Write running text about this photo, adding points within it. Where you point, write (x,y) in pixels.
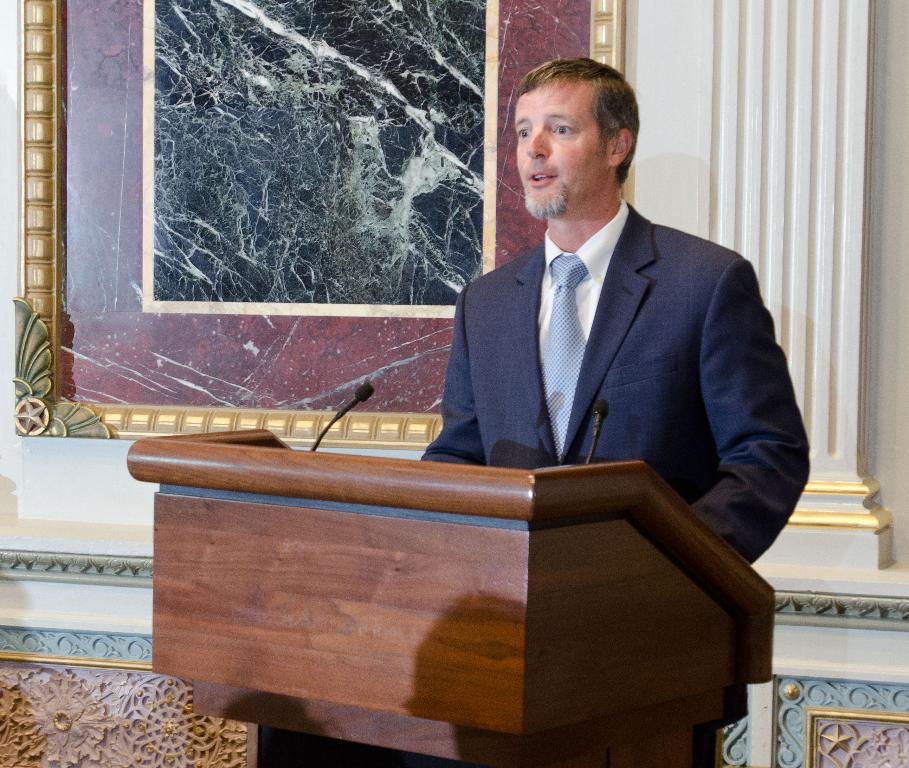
In this image there is a man (595,262) standing and talking, there is a podium (416,619) towards the bottom of the image (461,586), there are two microphones (349,405), at the background of the image (881,460) there is a wall (856,629), there is a photo frame (326,157) towards the top of the image (262,146).
